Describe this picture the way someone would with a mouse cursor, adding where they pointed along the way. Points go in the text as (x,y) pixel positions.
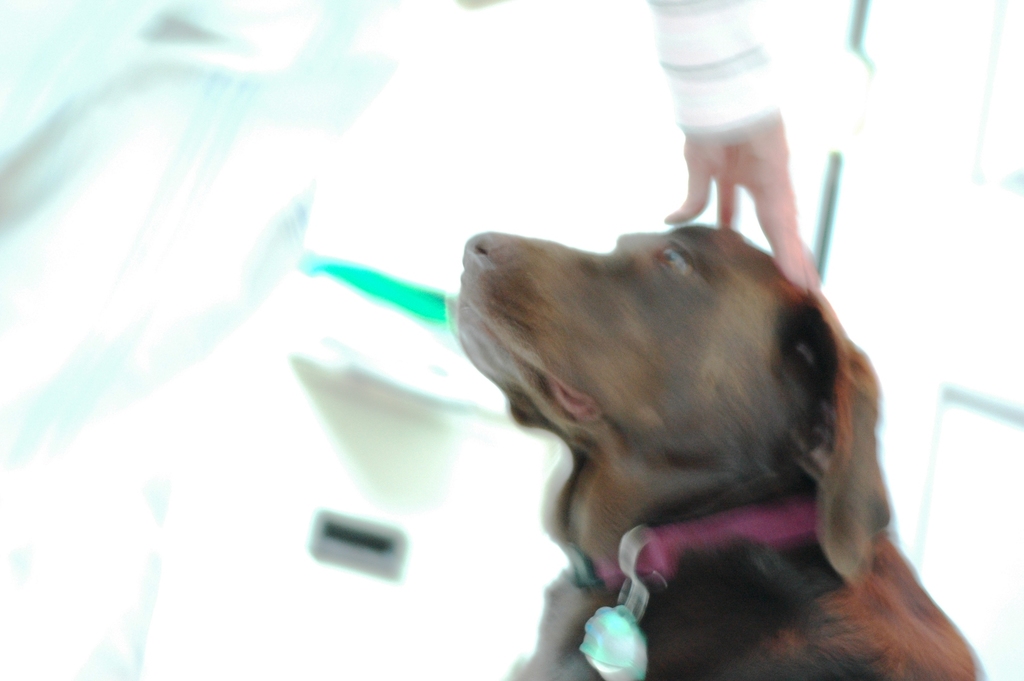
In this picture I can see the hand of a person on the head (866,376) of a dog (776,647), and there is blur background (154,411).
